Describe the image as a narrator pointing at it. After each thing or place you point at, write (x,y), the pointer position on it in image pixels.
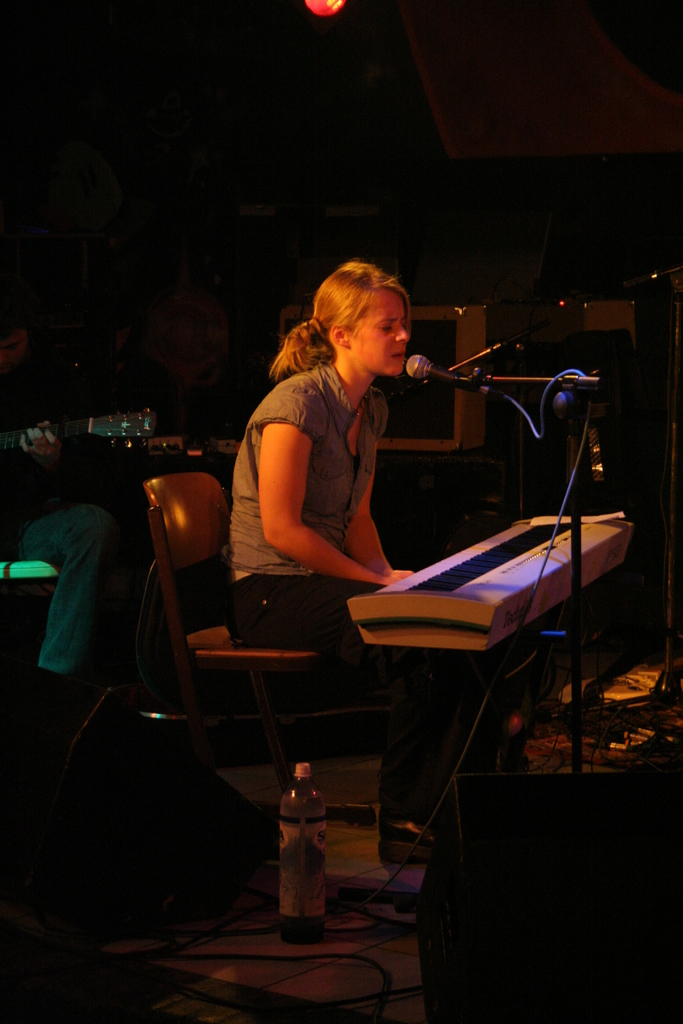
In this image there is a girl (285,517) sitting in chair (181,509) and playing the keyboard (496,559). There is a mic (440,376) in front of her. Beside her there is bottle (320,826) which is kept on the floor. At the top (327,10) there is light (325,10).
